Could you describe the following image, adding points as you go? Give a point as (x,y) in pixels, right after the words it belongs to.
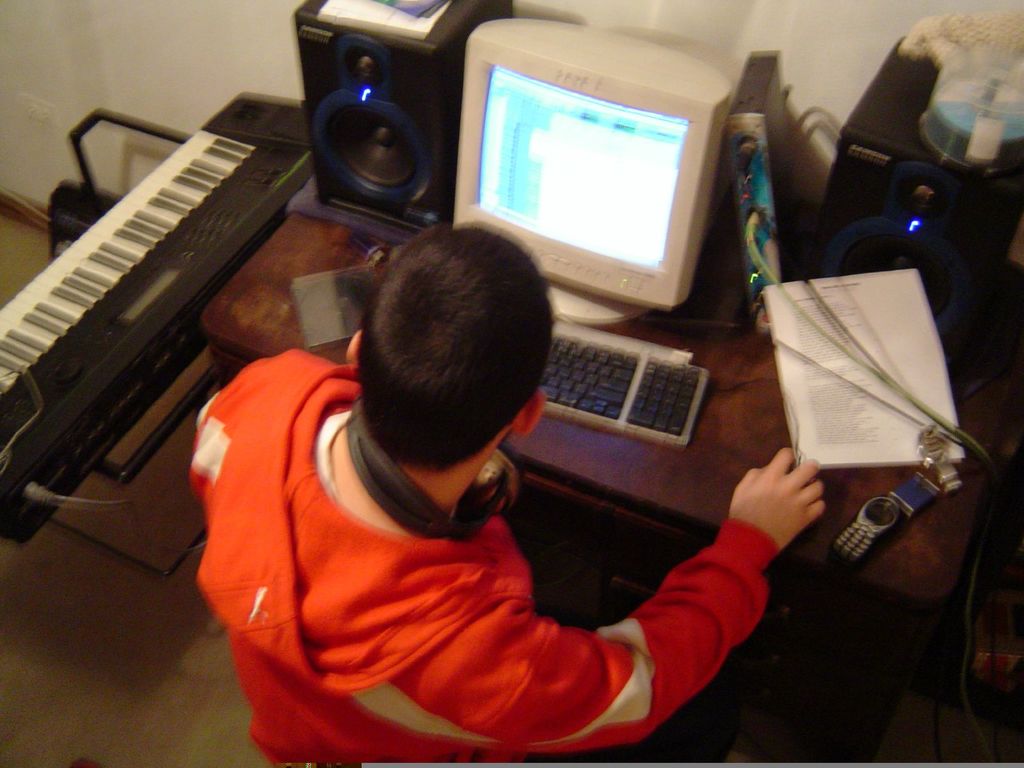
In this image I can see a man (292,400) in red hoodie (282,409). I can also see he is wearing a headphone (498,486). On this table (287,236) I can see a speaker (367,187), monitor (575,208), keyboard (619,369) and few more items (894,325). Here I can see a keyboard (147,243).
